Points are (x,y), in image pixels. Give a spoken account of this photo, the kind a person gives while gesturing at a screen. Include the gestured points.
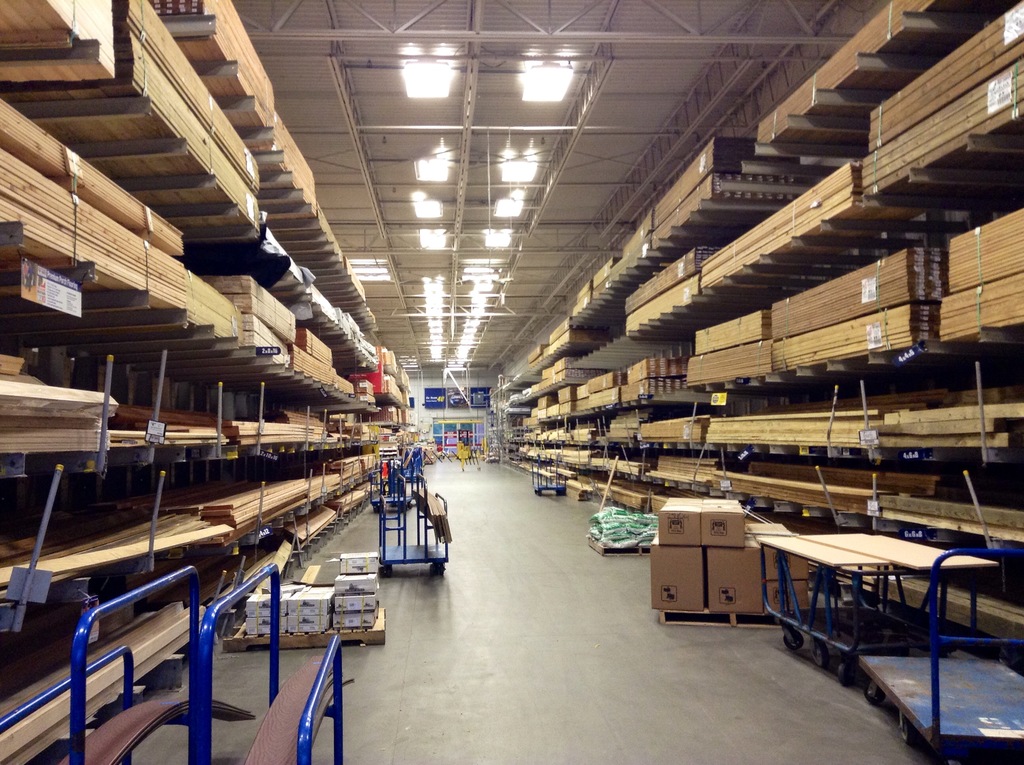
In foreground of the image (209,712) we can see some vehicles (978,661) used to carry an objects (768,545), and some carton boxes (742,506). In the middle of the images can see wooden pieces (859,332) which kept in shelves (297,459). On the top of the image (649,94) we can see lights (564,81), rods (600,84) and tins (645,120).
